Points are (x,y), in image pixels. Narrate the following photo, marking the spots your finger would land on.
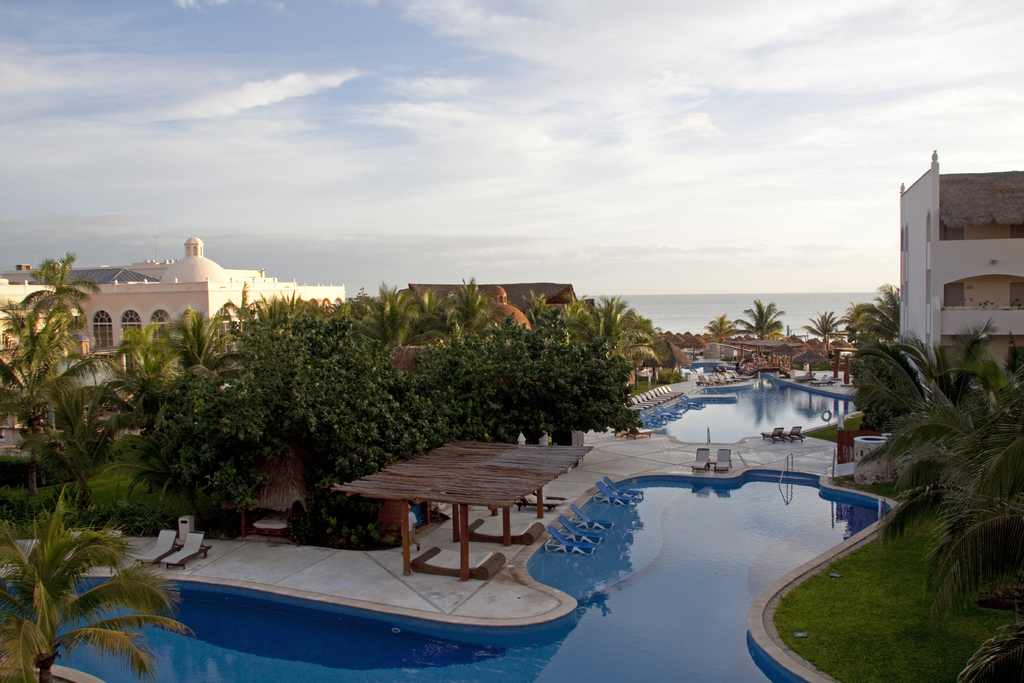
In this picture we can see buildings (117,291) and trees (386,363). On the bottom (800,567) we can see swimming pool (607,650). Here we can see wooden shed (467,508) and tables (187,561) which is near to the swimming pool (558,649). On the back (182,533) we can see dustbin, planter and bench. On the bottom right corner (906,626) we can see grass (912,614). On the top (825,68) we can see sky (624,137) and clouds (735,89).
